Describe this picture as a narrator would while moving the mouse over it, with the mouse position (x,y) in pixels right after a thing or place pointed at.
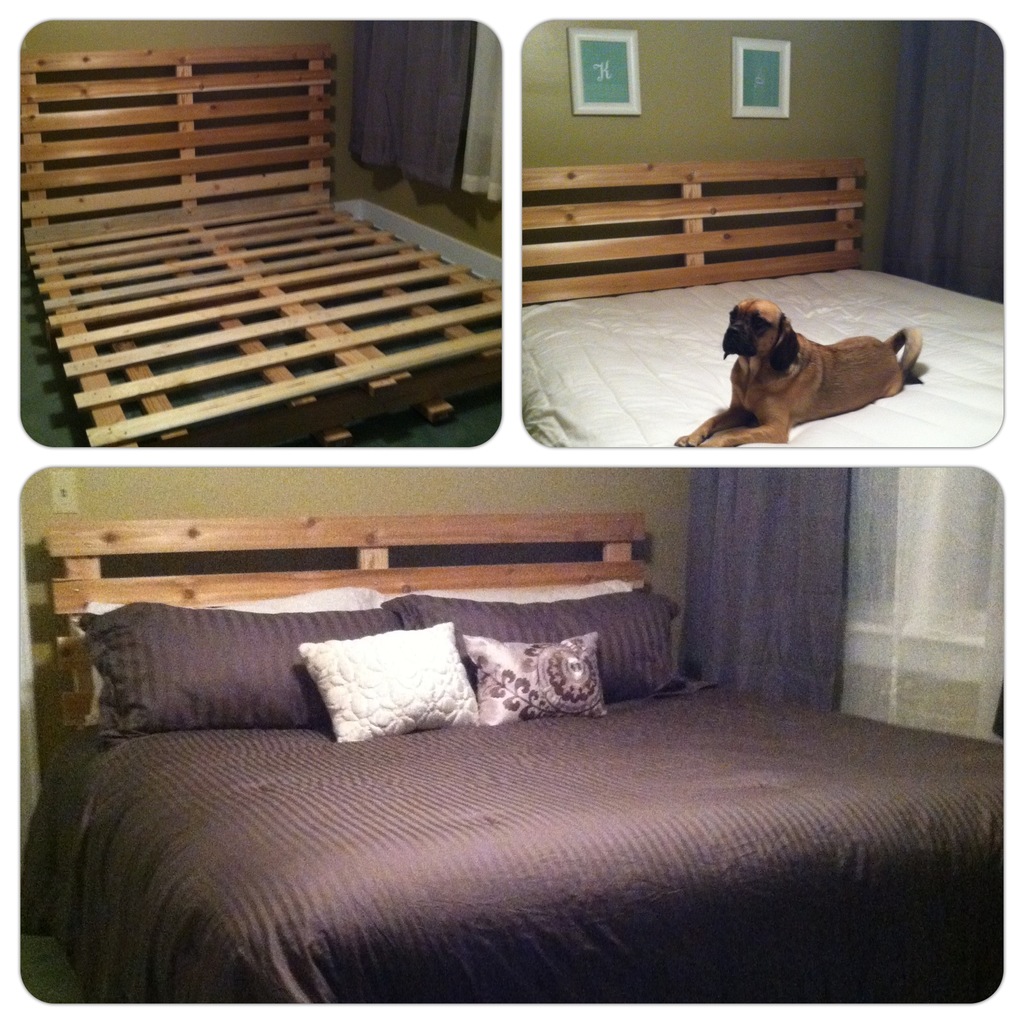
In this image we can see a wooden bed (256,153), dog (855,369) sitting on bed (839,271) and bed (697,707) with bed sheet (290,795) and pillows (584,699).
